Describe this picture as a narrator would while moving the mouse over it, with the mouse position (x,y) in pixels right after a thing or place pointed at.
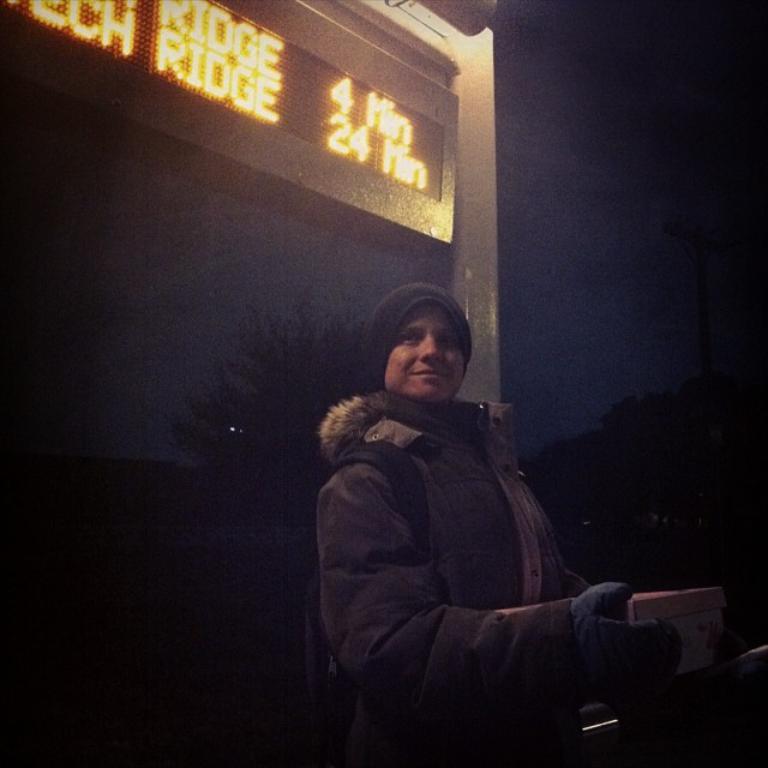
In the center of the image (363,507) we can see a person (474,622) smiling and he is in a different costume (534,532) and he is holding some object (640,603). And we can see he is wearing a jacket (464,653) and a hat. In the background (716,453) there is a screen (375,158) and a few other objects (740,385). On the screen (393,129), we can see some text (226,39).
